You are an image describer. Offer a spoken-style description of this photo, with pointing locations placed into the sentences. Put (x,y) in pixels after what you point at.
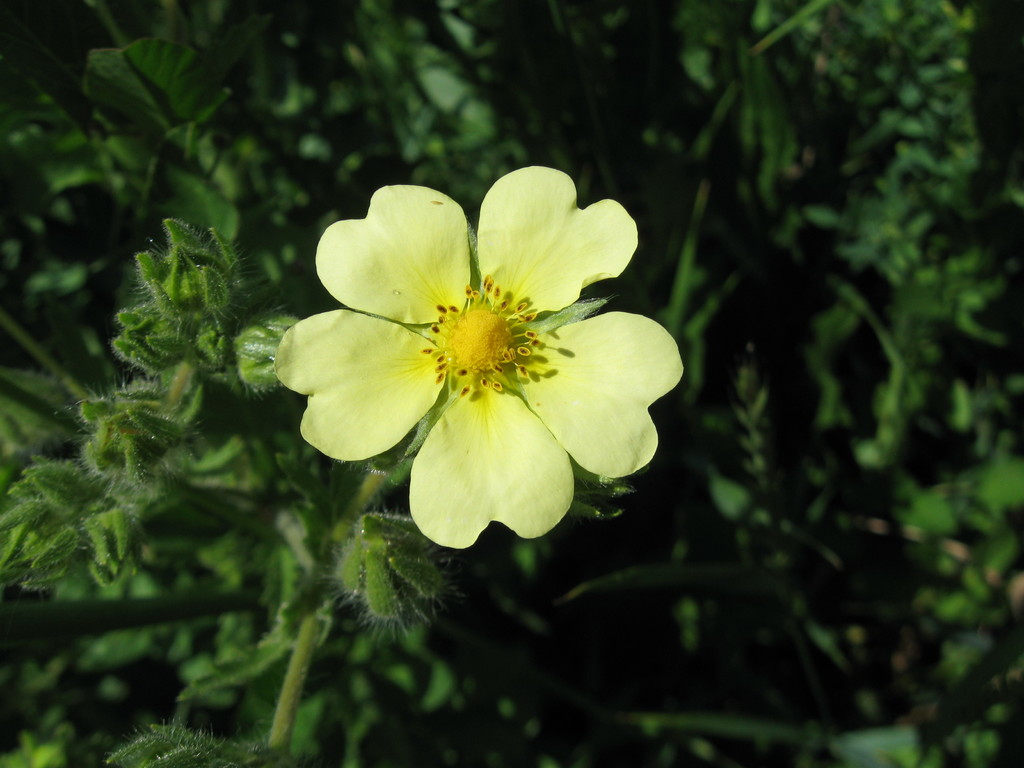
In the picture we can see, full of plants (173,518) and yellow color flower (349,403) to it with petals (398,406).
